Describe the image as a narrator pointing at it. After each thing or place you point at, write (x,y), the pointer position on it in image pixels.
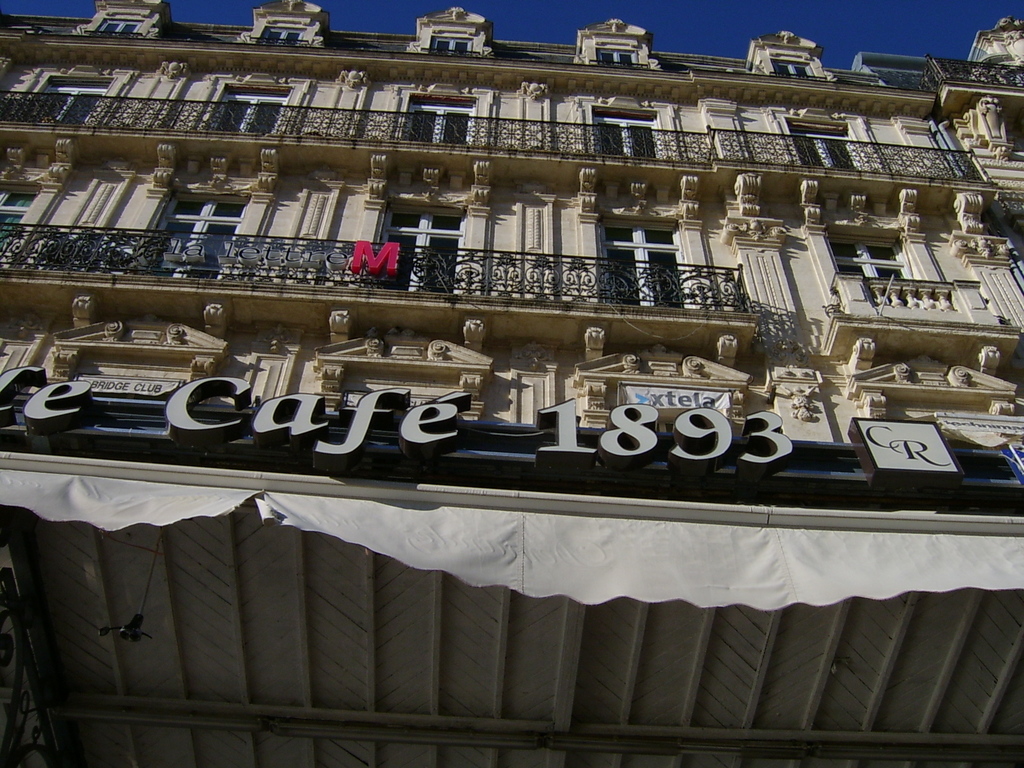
In this image I see a building (377,207) and I see the railing (839,146) and I see many windows (72,103) and I see words (10,380) and numbers (549,409) written over here and I see the cream color cloth (554,592) over here and in the background (727,38) I see the blue sky (542,33).
